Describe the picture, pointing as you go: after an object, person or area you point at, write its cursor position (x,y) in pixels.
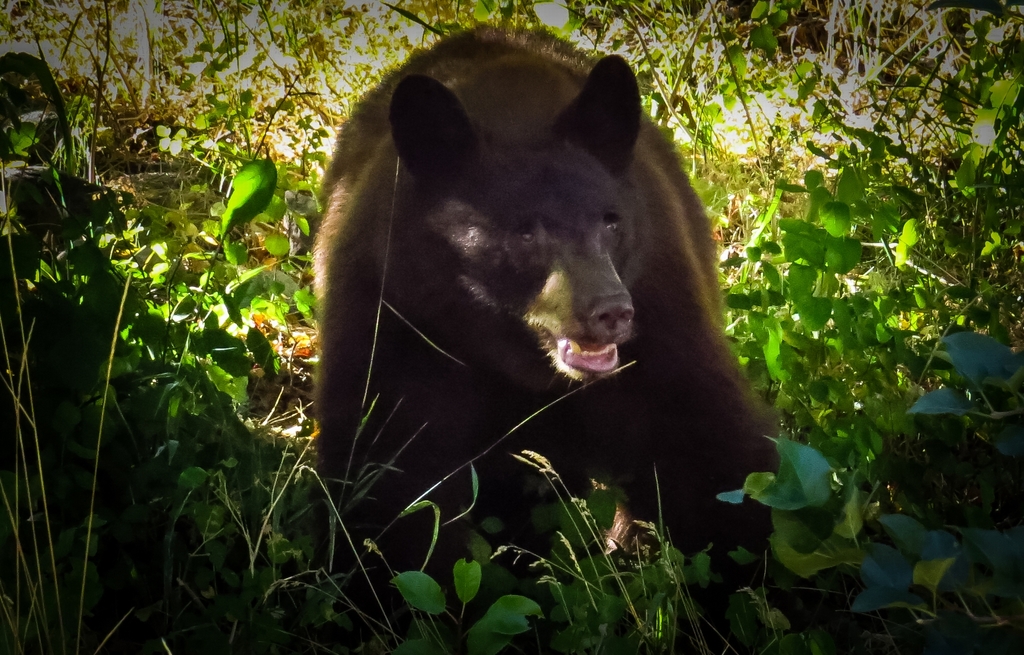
In the middle of the picture (573,325), we see a bear (485,165). At the bottom (678,563), we see the shrubs (698,575). There are plants (775,325) in the background (861,330).
